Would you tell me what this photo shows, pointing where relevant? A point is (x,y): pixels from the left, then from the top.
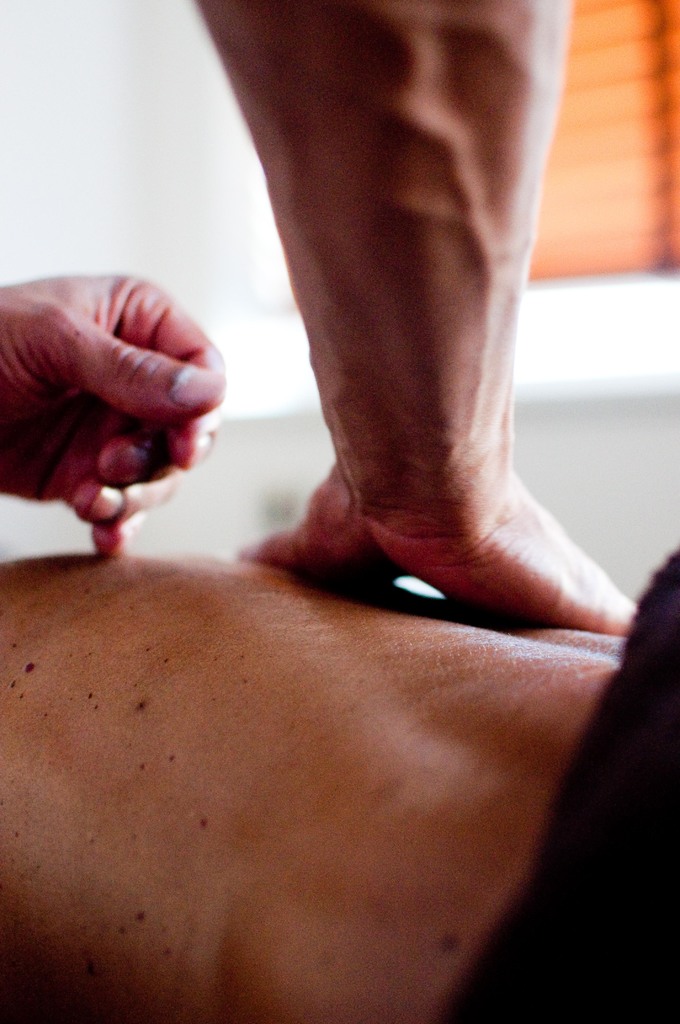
In this image we can see a person hands (206,354).
